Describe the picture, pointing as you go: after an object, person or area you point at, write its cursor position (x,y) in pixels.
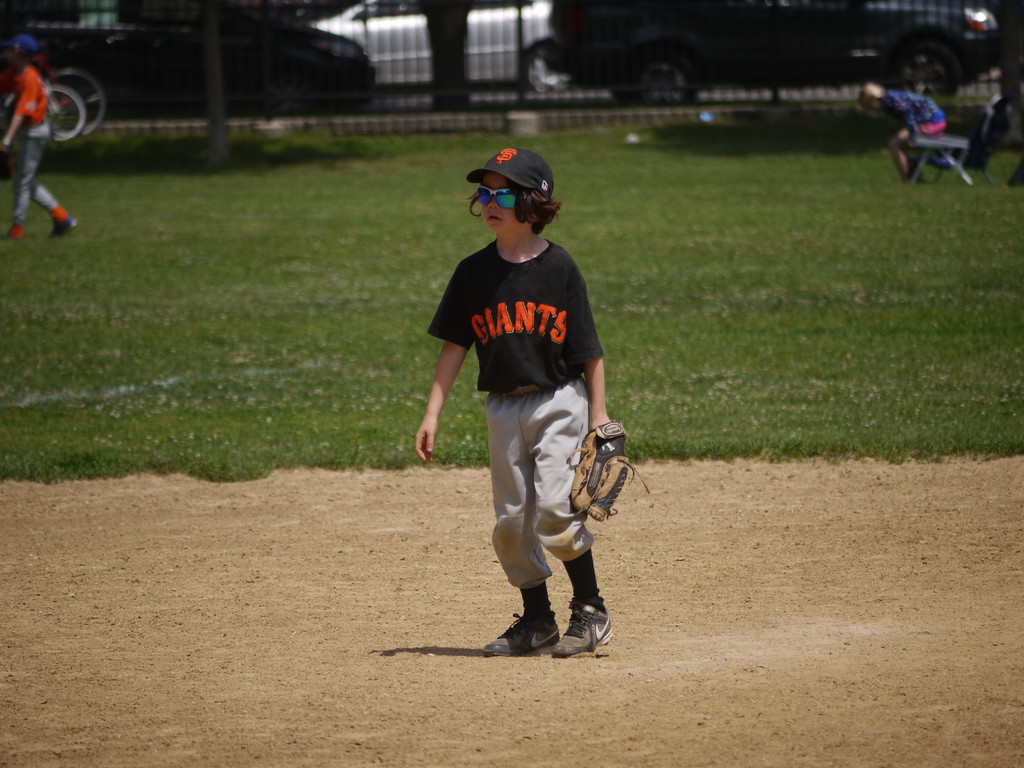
In this image we can see a boy (543,521) standing on the ground (781,673) wearing a glove (604,507). We can also see grass (726,357), some people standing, a person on a chair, a pole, a fence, the bark (215,150) of a tree (223,133) and some vehicles (493,77) on the ground (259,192).
